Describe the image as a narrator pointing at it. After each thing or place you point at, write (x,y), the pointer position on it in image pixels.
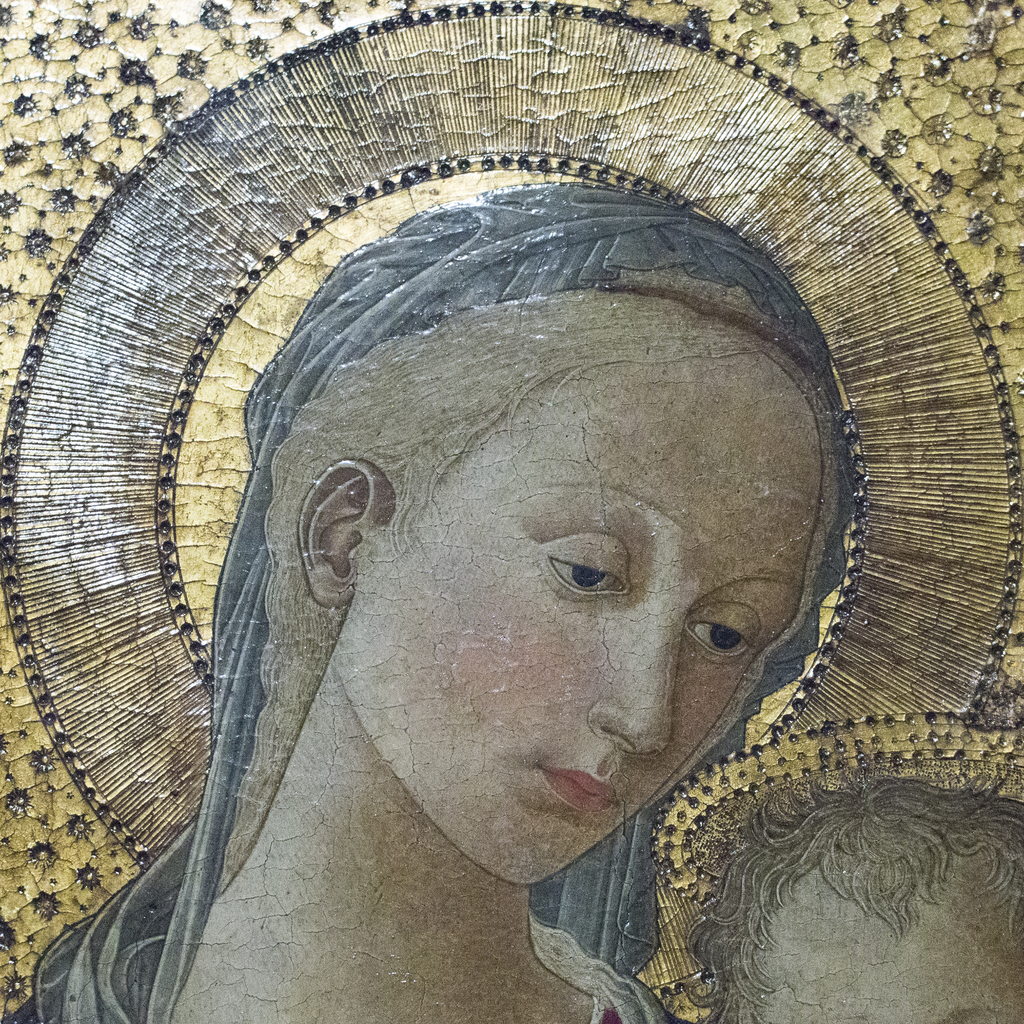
In this image I see the depiction of the woman (549,498) and I see the design (199,306) over here.
